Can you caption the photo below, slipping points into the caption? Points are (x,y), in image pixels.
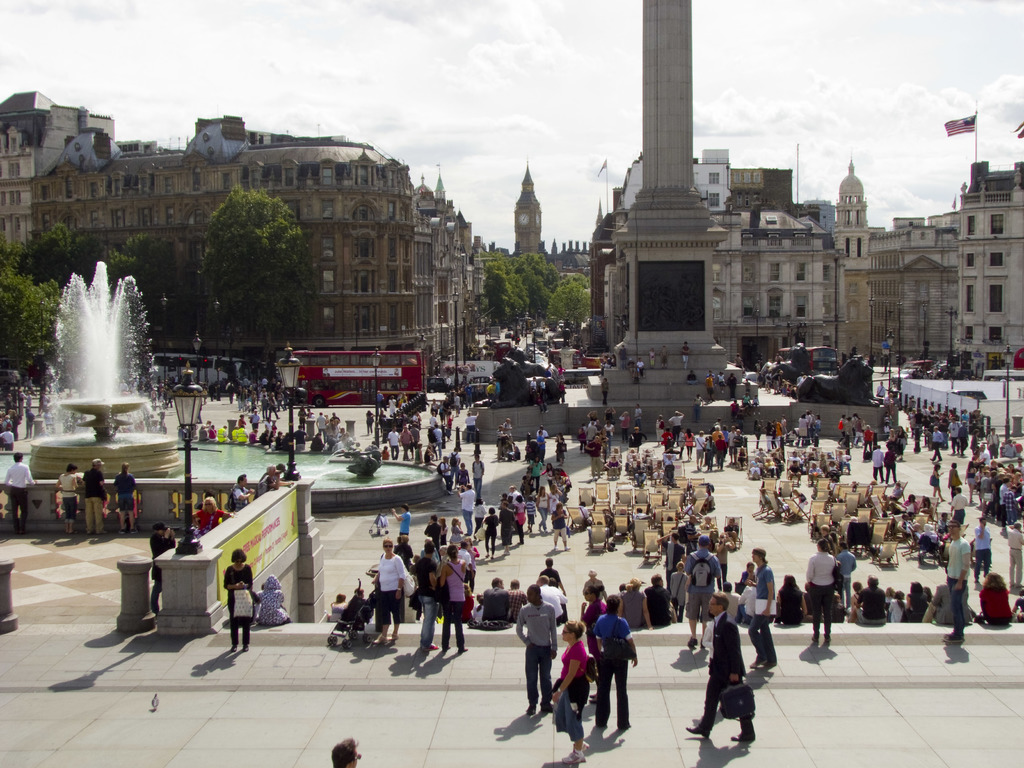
In this picture we can see a group of people (894,404), chairs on the ground (730,492), fountain (118,382), water (118,382), banner (244,550), fence (278,546), light poles (294,460), stones (483,422), statues (801,360), vehicles (326,370), tower (625,372), stroller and some objects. In the background (137,232) we can see buildings (904,234), flags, trees (499,267), clocks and the sky (939,145) with clouds (512,52).
